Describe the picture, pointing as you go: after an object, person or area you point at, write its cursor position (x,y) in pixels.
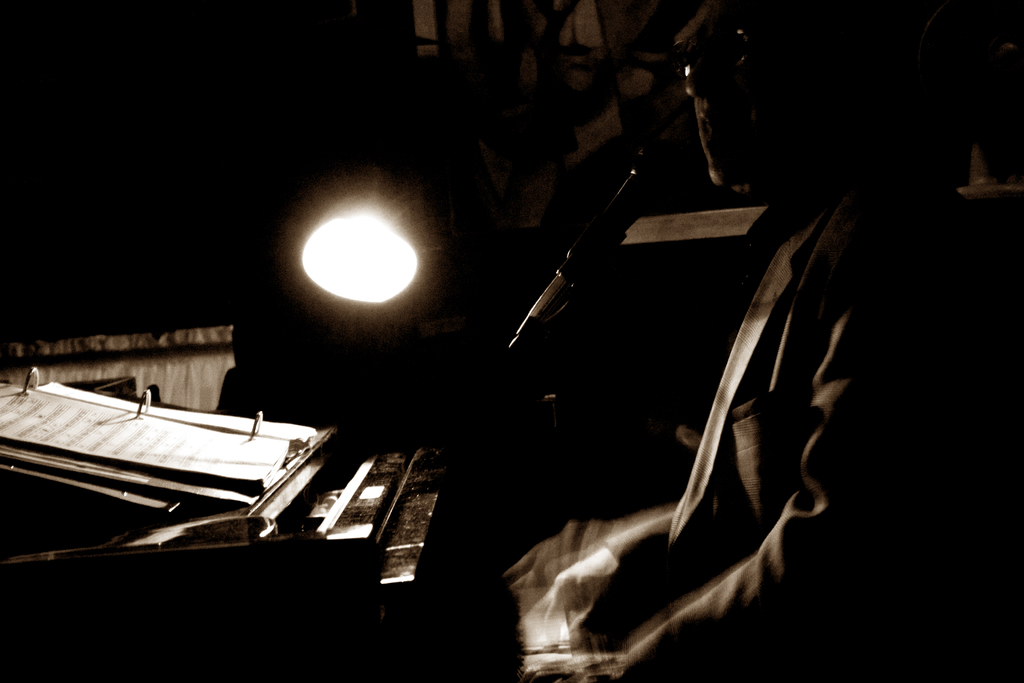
In this image in front (945,449) there is a person (820,309). In front of him there is a mike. On the left side of the image (125,529) there is a musical instrument (265,518). In the background of the image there is a light (349,237).
